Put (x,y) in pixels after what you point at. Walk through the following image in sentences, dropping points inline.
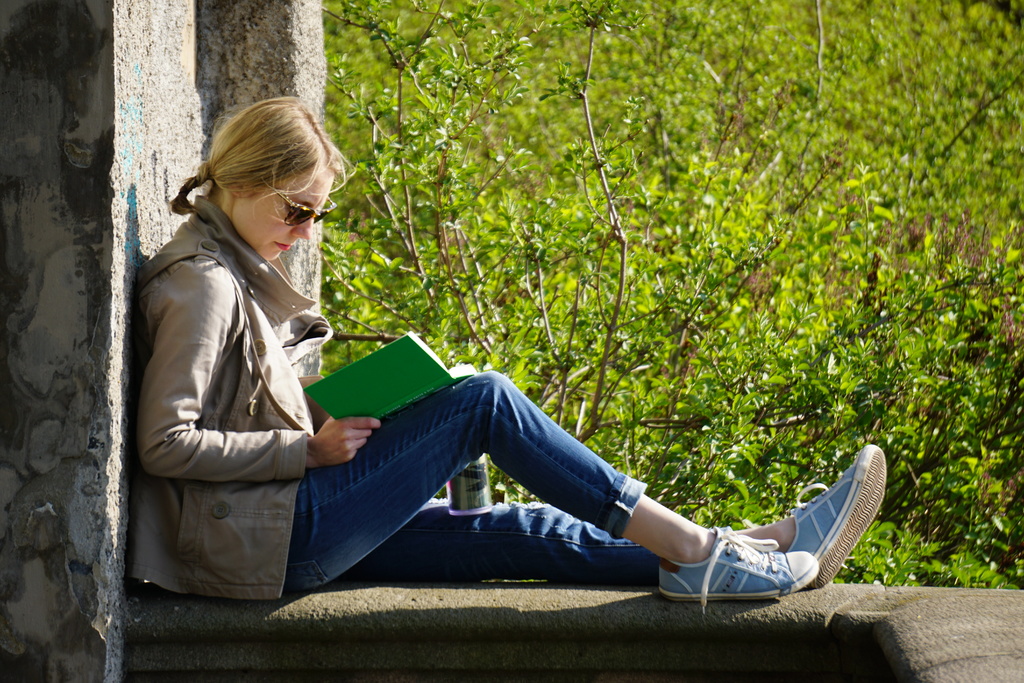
In this image, we can see a woman (333,506) is holding a book (355,403) and sitting on the wall (380,605). Here we can see a bottle (469,494) on her lap (502,514). Background (434,268) we can see trees (620,254).
